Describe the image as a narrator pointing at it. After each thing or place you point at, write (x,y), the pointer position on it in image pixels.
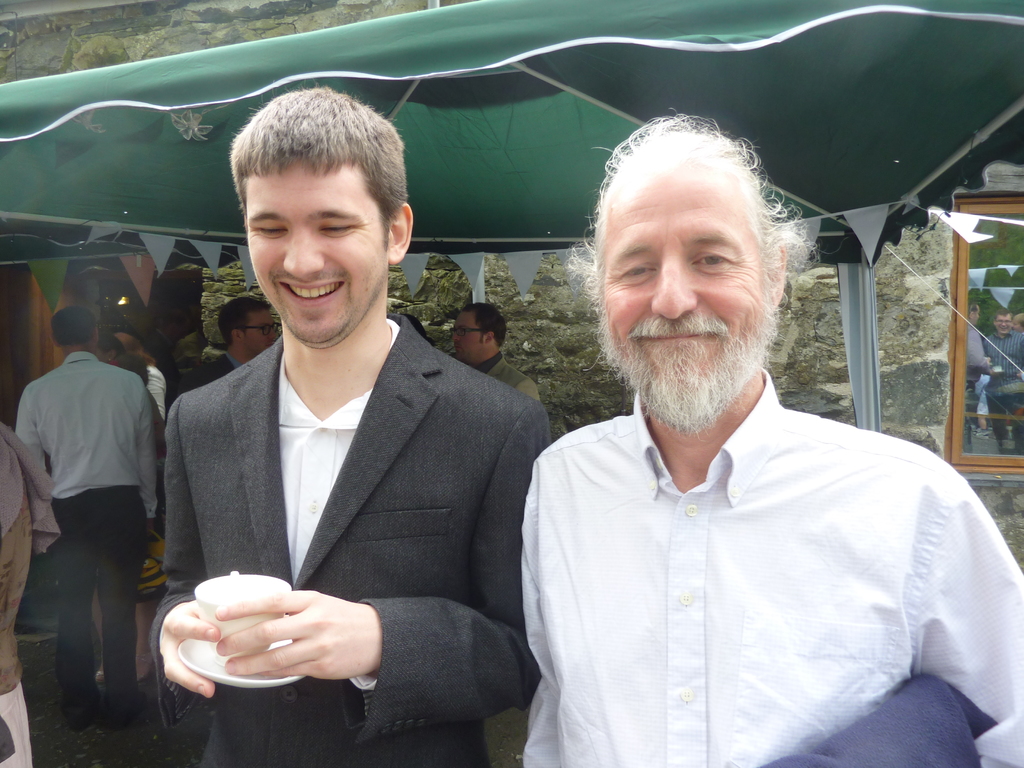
In this image we can see a few people (291,508), one of them is holding a cup (208,617), there is a tent (483,235), window (997,267), also we can see the wall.
